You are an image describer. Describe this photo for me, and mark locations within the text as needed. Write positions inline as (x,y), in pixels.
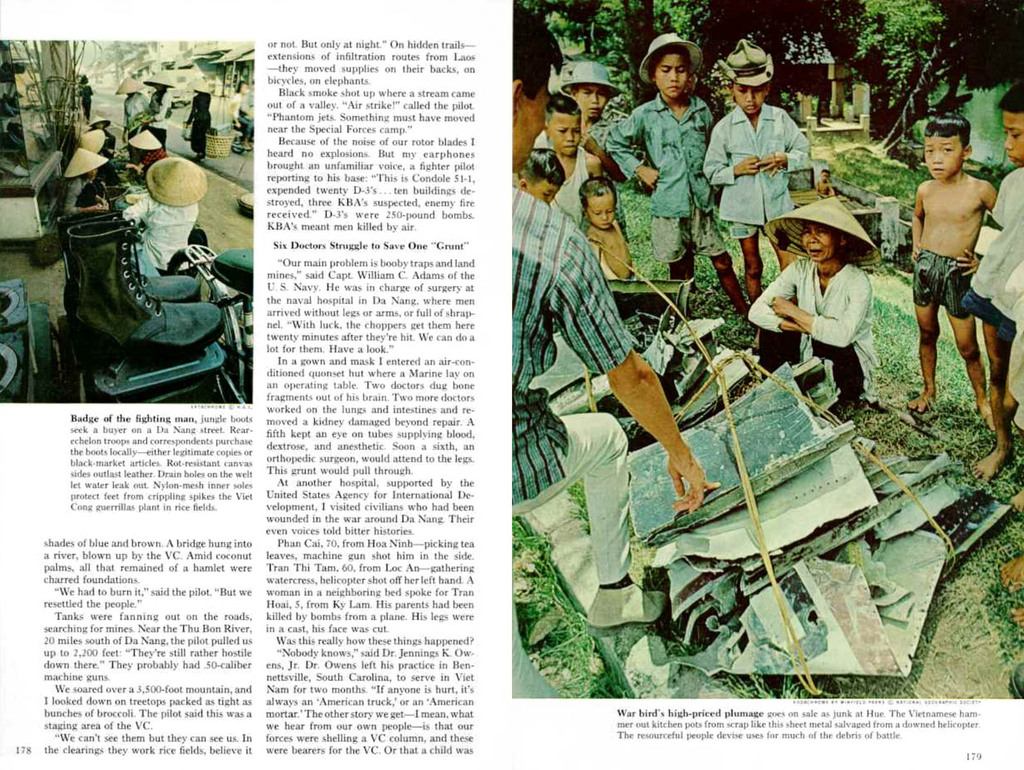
It is a picture of an article (682,616). We can see images (125,307) and something is written on the article (419,495). In these images (216,255) I can see people (769,162), trees (727,20), boots (133,260), grass (890,345), hats (171,185) and objects (221,126).
